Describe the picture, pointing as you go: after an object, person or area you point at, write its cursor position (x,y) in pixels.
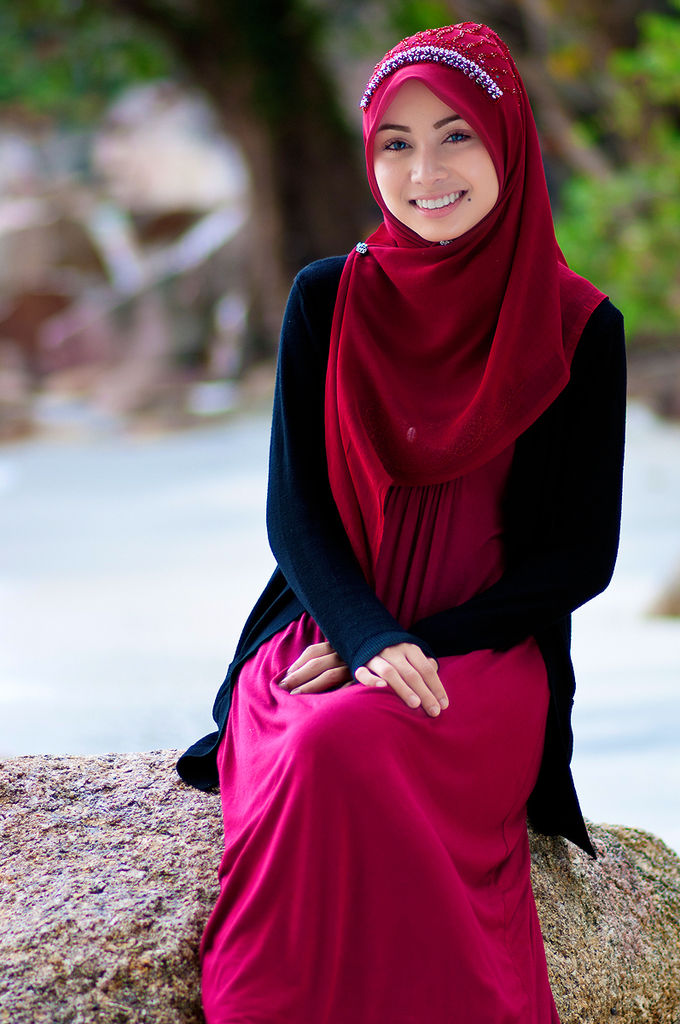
In this image in the foreground (400,536) there is one woman (393,548) who is sitting and smiling, and in the background (203,298) there are some trees (247,222) and rocks (191,372).
